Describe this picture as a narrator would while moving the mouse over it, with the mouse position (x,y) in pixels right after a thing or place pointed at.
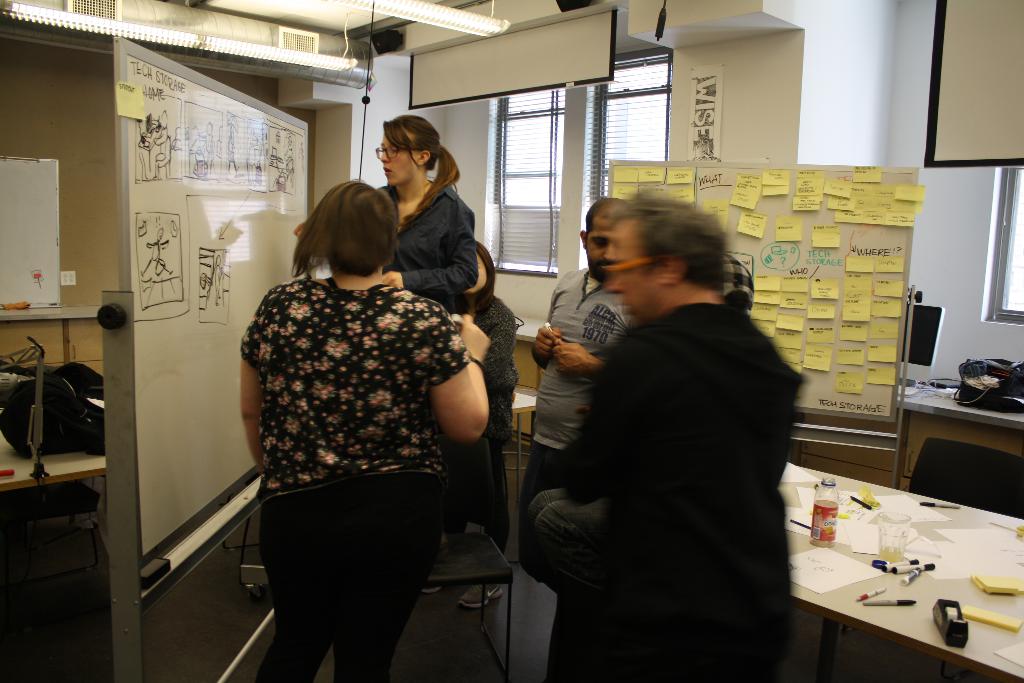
In this picture I can see a group of people (431,447) in the middle (349,319), there are boards (196,355) on either side of this image. On the right side (911,498) there are papers (830,562), markers (918,569) on the table (871,556). In the background (513,253) there are glass windows (592,147), at the top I can see the lights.
